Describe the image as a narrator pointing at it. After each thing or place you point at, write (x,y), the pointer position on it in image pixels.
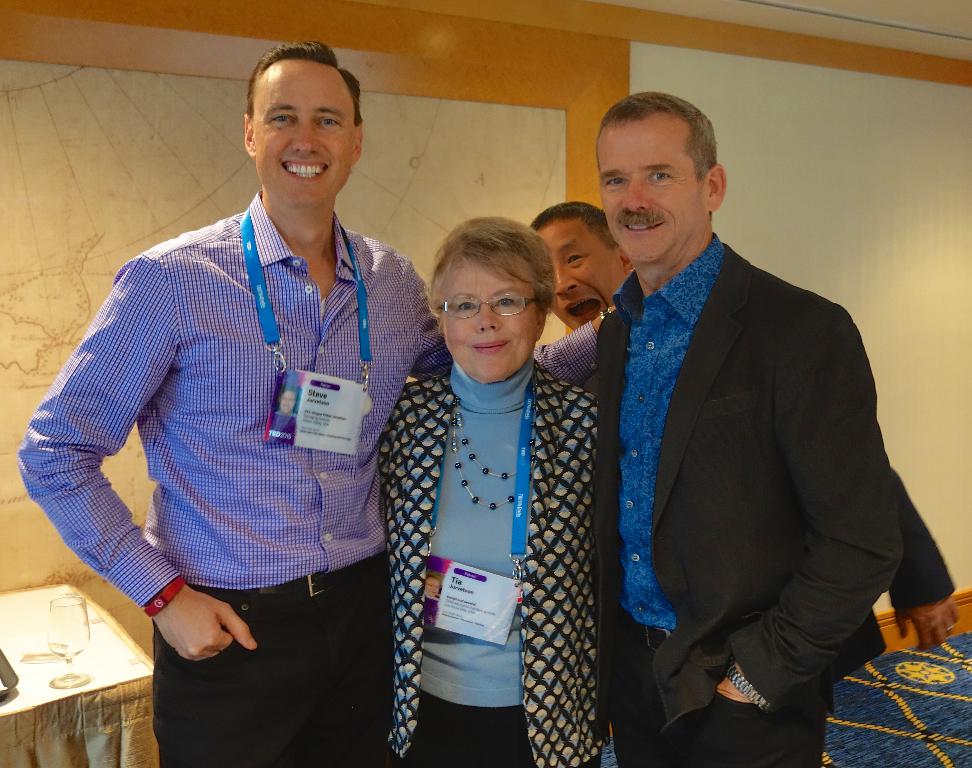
In the center of the picture (407,315) we can see a group of people (603,532). On the left (94,688) we can see table (88,659) and glass (67,612). In the background (62,125) there is wall (886,182). On the left (67,713) there is a cloth (67,748). On the right (891,706) there is a blue color cloth (911,710).
